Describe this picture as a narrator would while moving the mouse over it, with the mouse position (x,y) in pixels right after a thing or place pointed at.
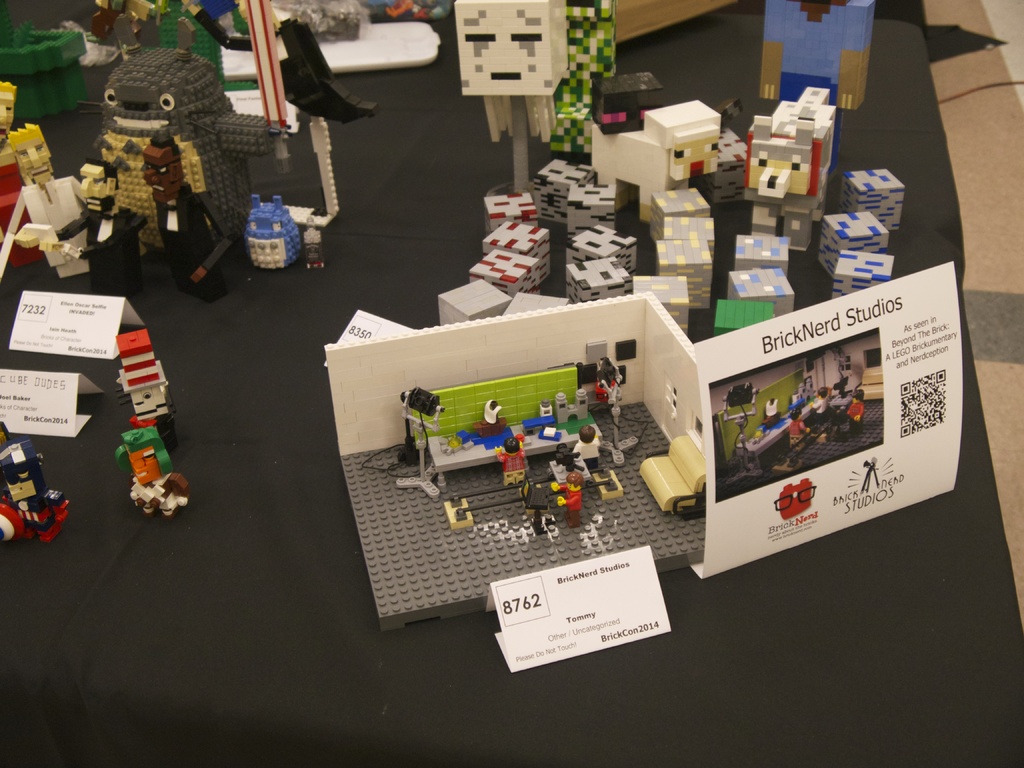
In this picture I can observe some toys (255,213) placed on the table (406,290). These are looking like building blocks (186,196). I can observe white color name boards (68,386) on the table (283,561).
